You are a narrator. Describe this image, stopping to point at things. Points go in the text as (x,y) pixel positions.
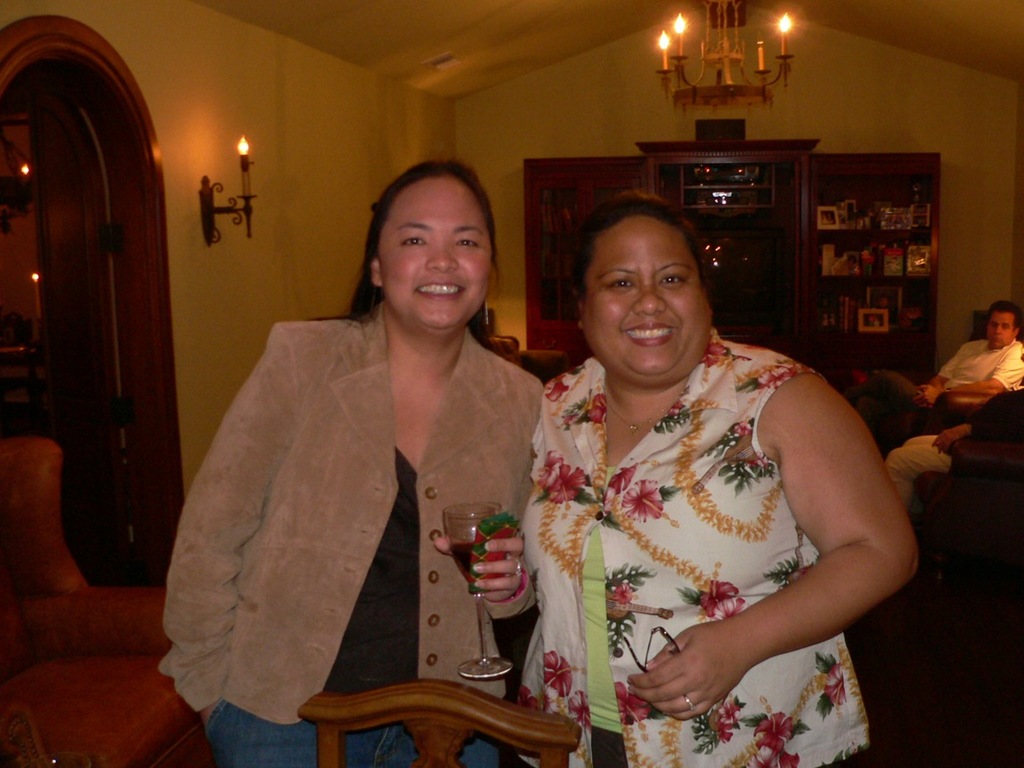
In the picture I can see two women (716,481) standing and the woman (474,497) standing in the left (326,565) is holding a glass of drink (464,517) in her hand (484,569) and there is a chair (508,715) in front of them and there is a sofa (87,625) in the left corner (78,634) and there are two persons (947,394) and a wooden table (849,229) which has few objects (856,255) placed on it is in the background (897,302).
